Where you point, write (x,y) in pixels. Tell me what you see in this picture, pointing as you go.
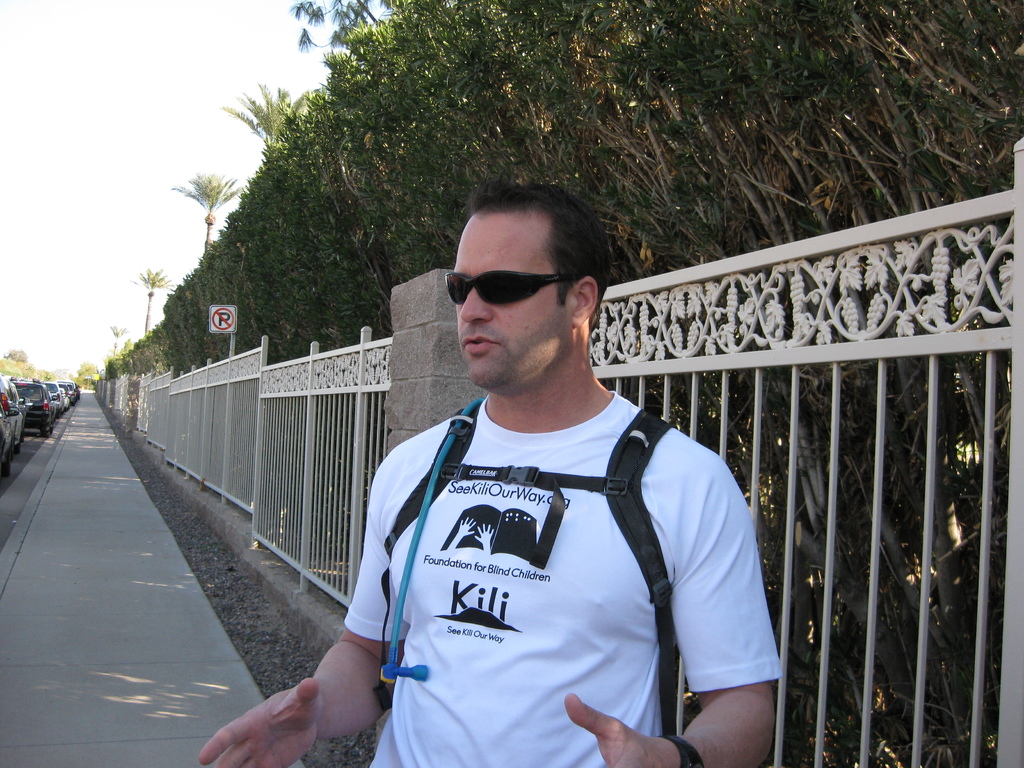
In this image we can see a person (618,679) wearing a bag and standing on the pavement (50,543) and behind we can see the railing (866,754). There are some trees (426,206) and a sign board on the left side of the image (178,338) and we can see some vehicles (46,417) on the road (31,436).
